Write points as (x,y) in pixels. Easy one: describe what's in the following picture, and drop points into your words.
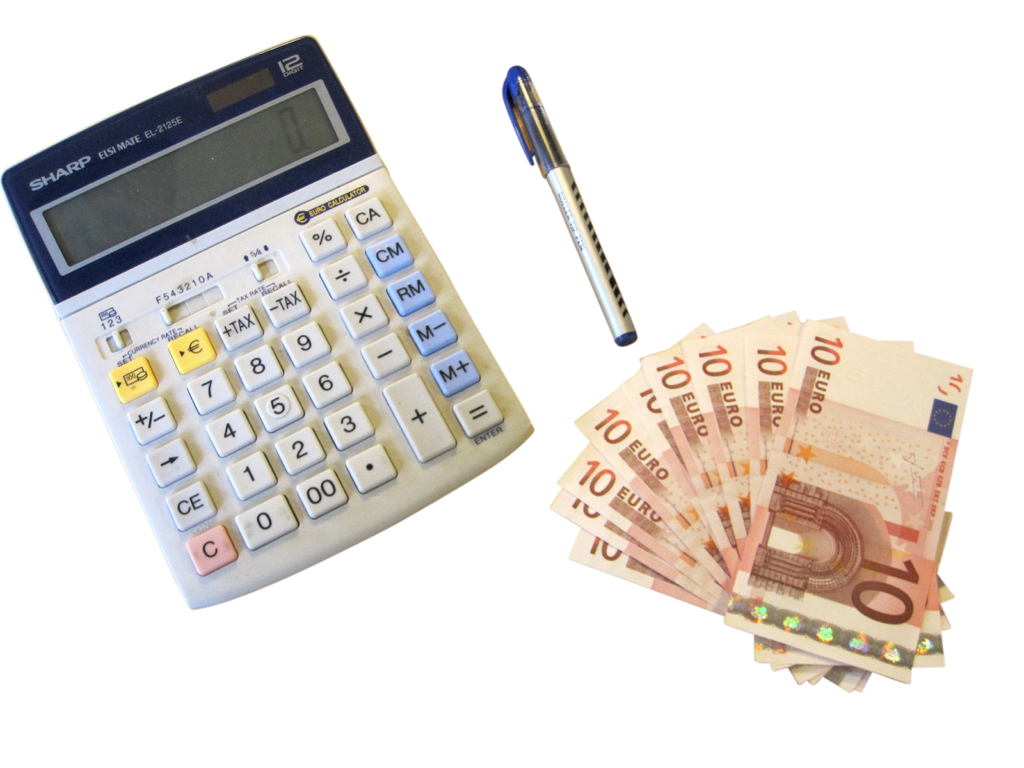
In this picture I can see there is some money (628,410), a pen (616,329) and a calculator (289,380) with buttons (123,367) and it has a screen (120,188).
